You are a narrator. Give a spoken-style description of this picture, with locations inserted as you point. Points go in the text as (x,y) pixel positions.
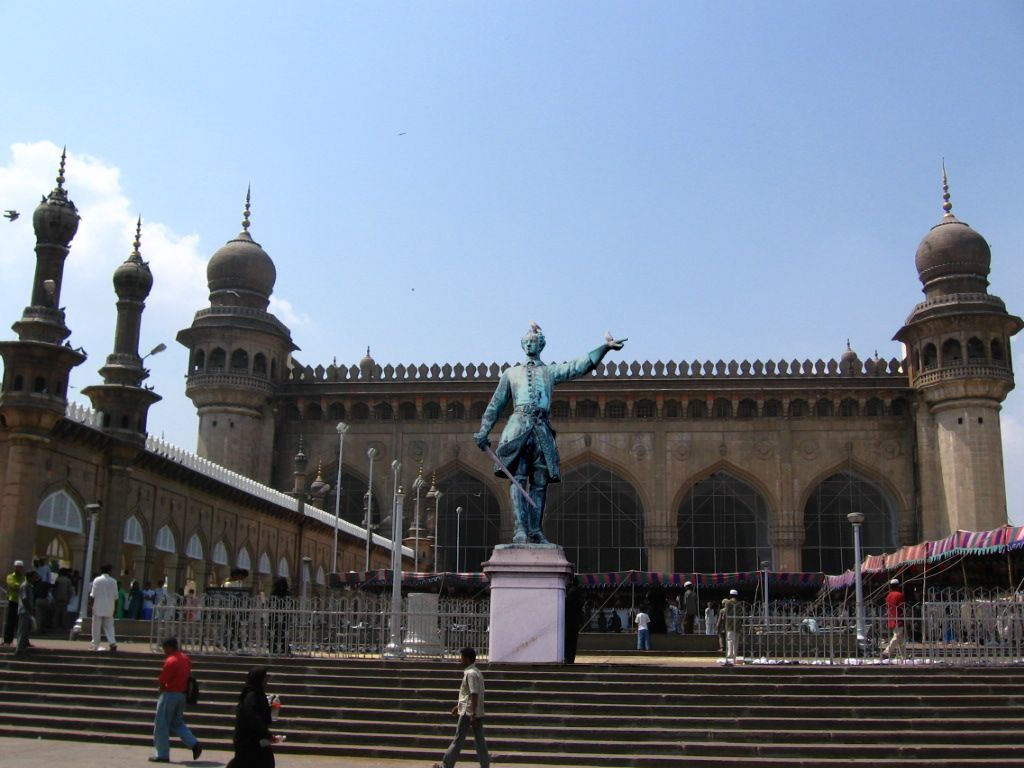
Sky (486,162) is in blue color. Here we can see clouds (75,291). In-front of this building (354,385) there are light poles (402,486), fence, tent (998,547), people (96,602) and statue (539,417). Beside these people (461,728) we can see steps (359,688).
